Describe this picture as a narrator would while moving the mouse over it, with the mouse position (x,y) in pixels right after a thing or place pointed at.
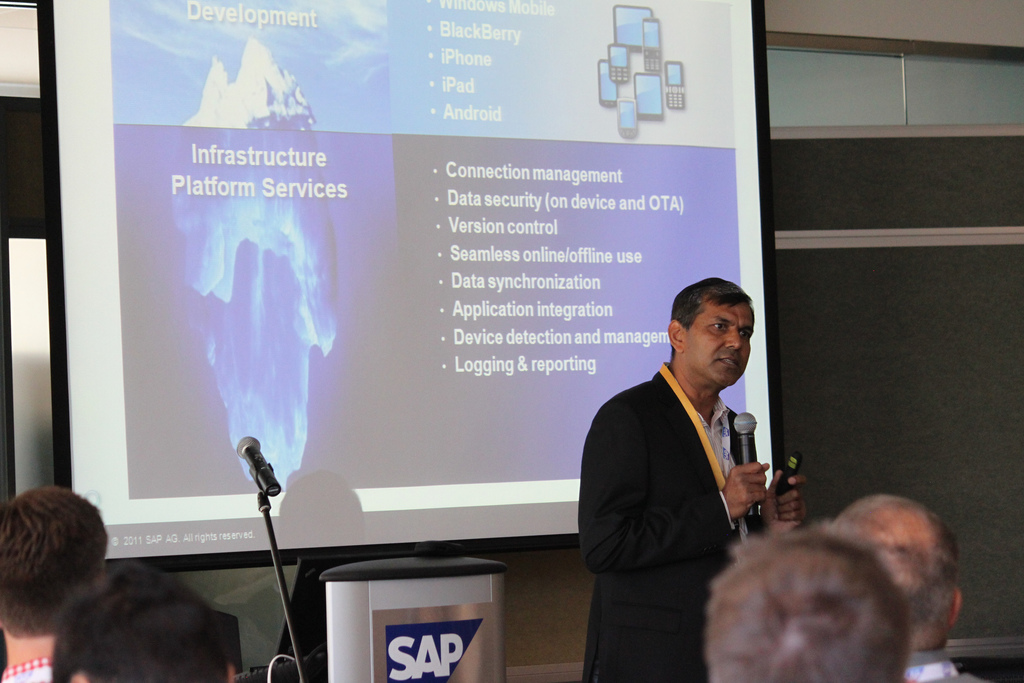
In this picture I can see few people (106,661), a man (715,493) standing and holding a microphone (746,447) in one hand (762,490) and something in another hand (786,511). I can see a projector screen (560,243) in the back (353,205) displaying some text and I can see another microphone (249,442) to the stand (266,512). it looks like a podium (371,630) at the bottom of the picture (435,611).
